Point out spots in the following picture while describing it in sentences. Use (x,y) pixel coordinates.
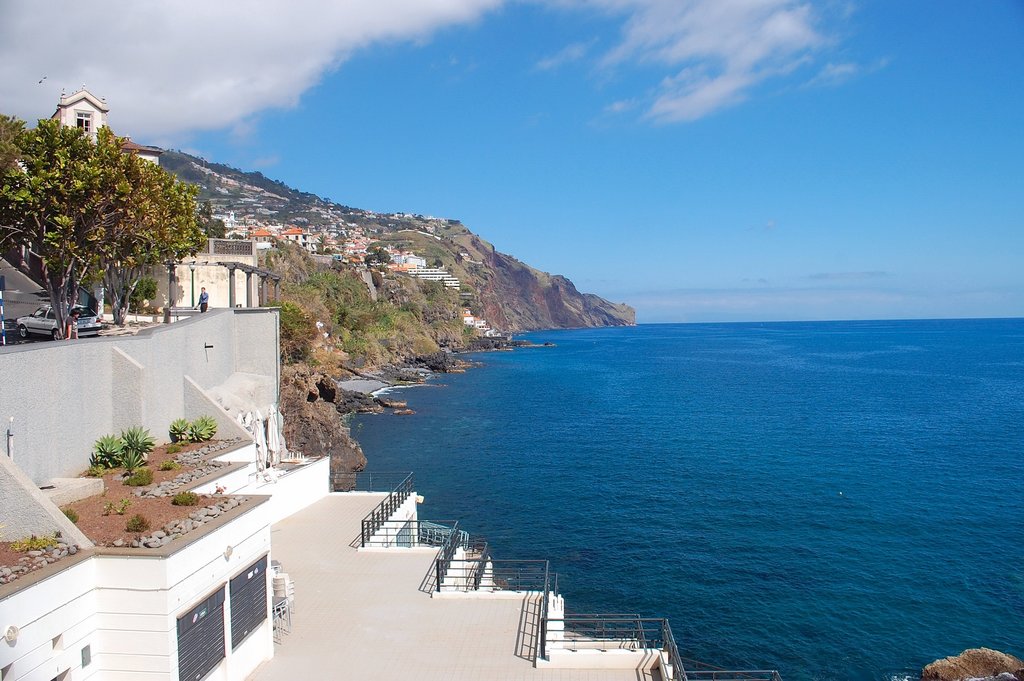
In this image I can see water (760,509) on the right side (927,529). On the left side of the image (22,658) I can see number of buildings (208,543), number of trees (59,306), a car (98,314) and one person (68,330). I can also see few plants (213,433) on the left side (134,516). In the background (591,116) I can see clouds (334,18) and the sky (649,142).
